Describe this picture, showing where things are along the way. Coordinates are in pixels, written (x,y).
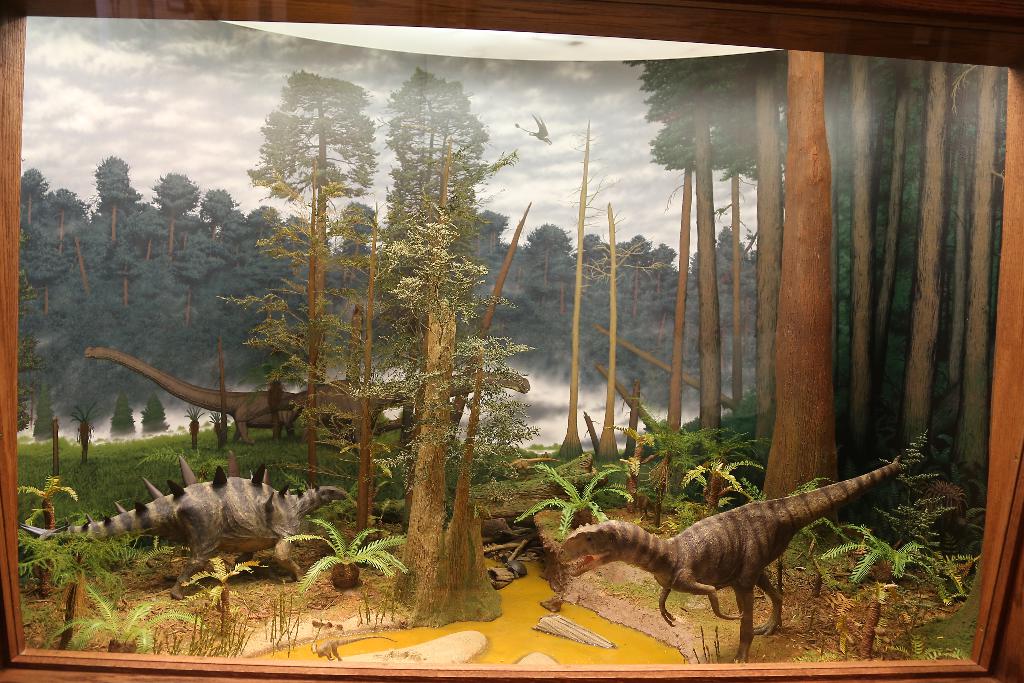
In this image we can see the wooden frame (1003,359). Here we can see the art (443,380) of dinosaurs (196,571), plants (681,523), trees (79,371), flying dinosaur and the cloudy sky (508,151) in the background (515,117).
